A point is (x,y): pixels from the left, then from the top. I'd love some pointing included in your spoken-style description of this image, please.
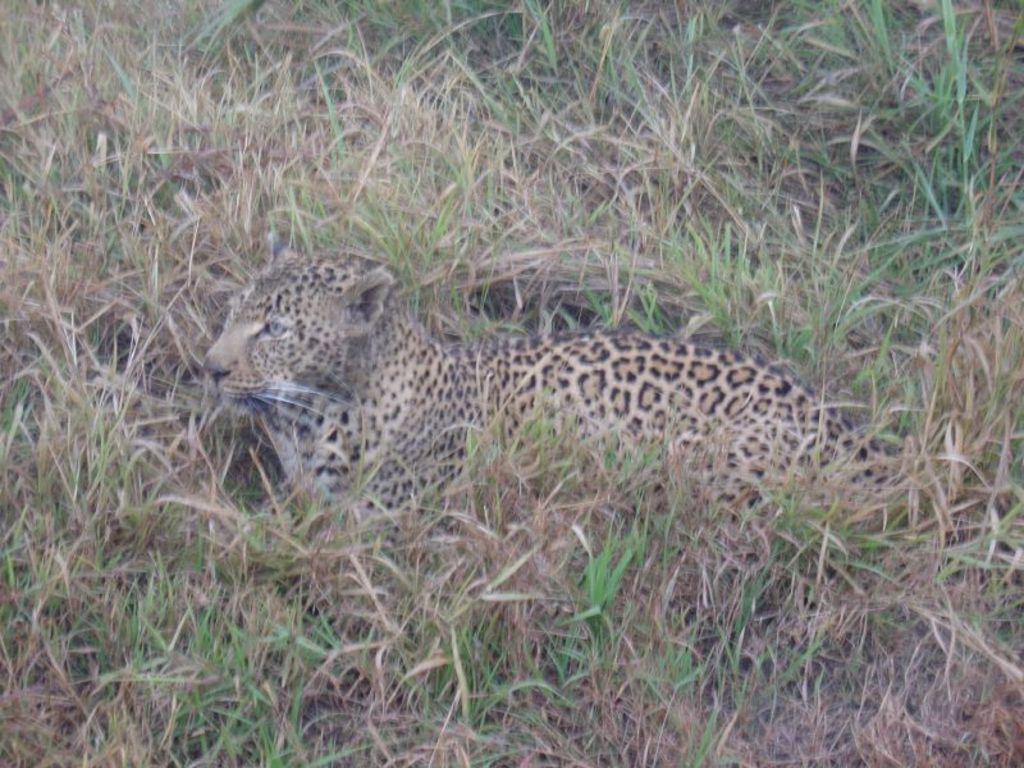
This picture is clicked outside the city. In the center (348,442) there is an animal (461,437) seems to be sitting on the ground (676,480) and we can see the grass (623,315).
